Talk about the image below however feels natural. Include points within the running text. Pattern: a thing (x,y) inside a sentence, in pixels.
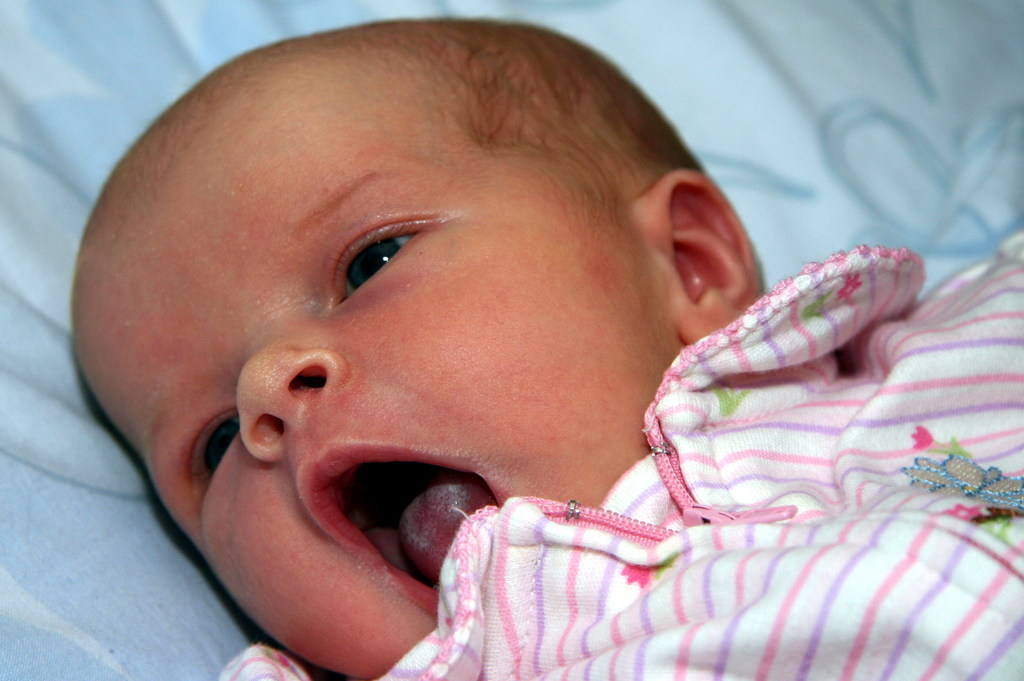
In this image I can see a baby (215,309) laying and the baby (666,549) is wearing white color dress (659,561).
